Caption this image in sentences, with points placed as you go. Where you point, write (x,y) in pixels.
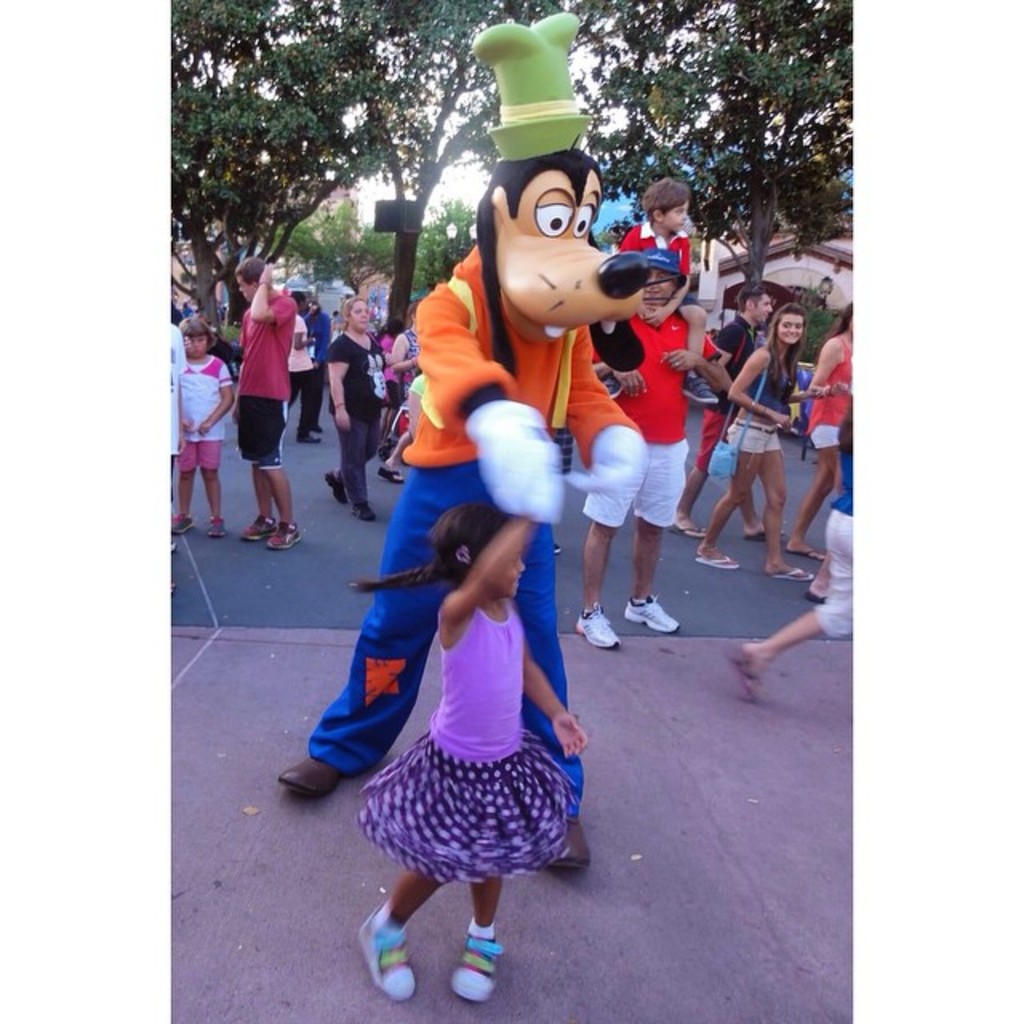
There is a crowd (613,521). And a person (532,327) is wearing a mask (553,303). In the back (429,101) there are trees (752,160).
